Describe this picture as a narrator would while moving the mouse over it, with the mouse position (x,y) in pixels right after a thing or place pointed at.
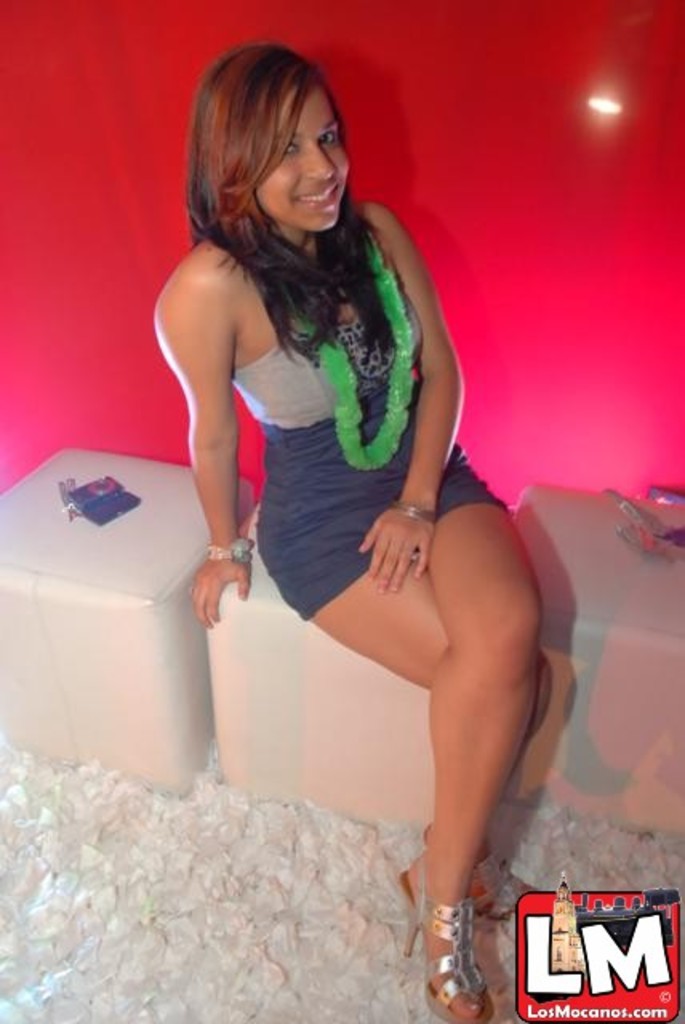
In this picture I can see a woman (381,532) seating and I can see a logo (638,895) at the bottom right corner (551,936) and looks like a camera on the stool (122,613) and I can see pink color background (410,200) and I can see another stool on the right side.
